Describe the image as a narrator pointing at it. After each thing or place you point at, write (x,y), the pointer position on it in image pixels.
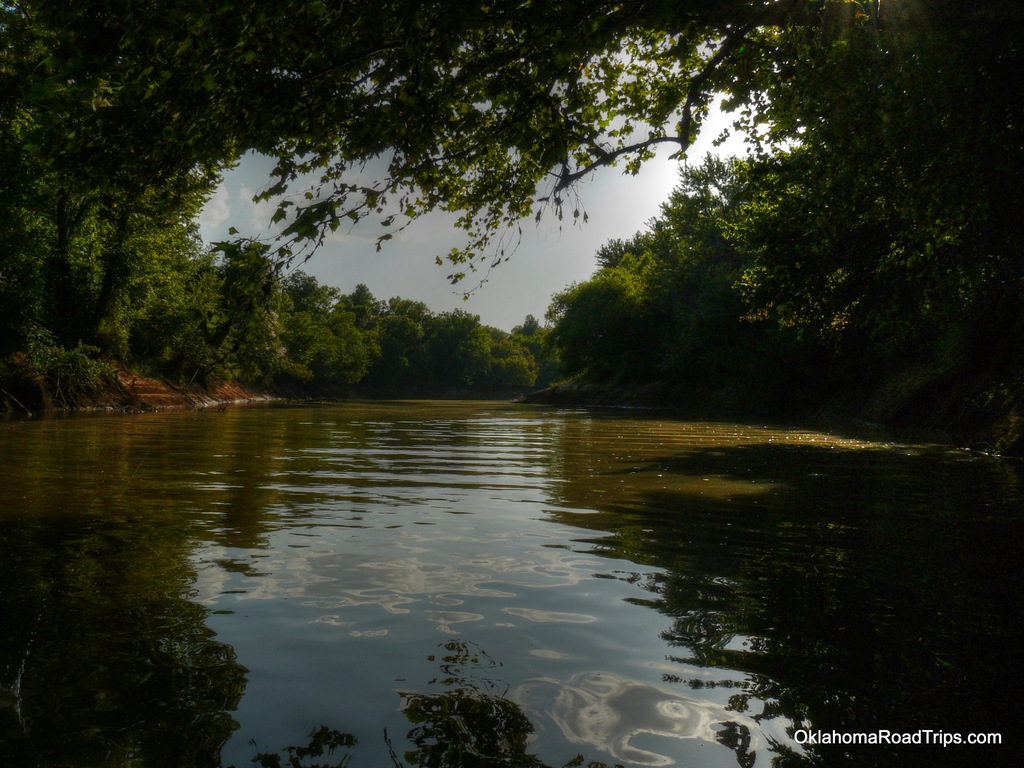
In the center of the image (471,285) we can see the clouds (250,189) are present in the sky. In the background of the image (572,424) we can see the trees (249,12) and water (417,491). In the bottom right corner (834,739) we can see the text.
